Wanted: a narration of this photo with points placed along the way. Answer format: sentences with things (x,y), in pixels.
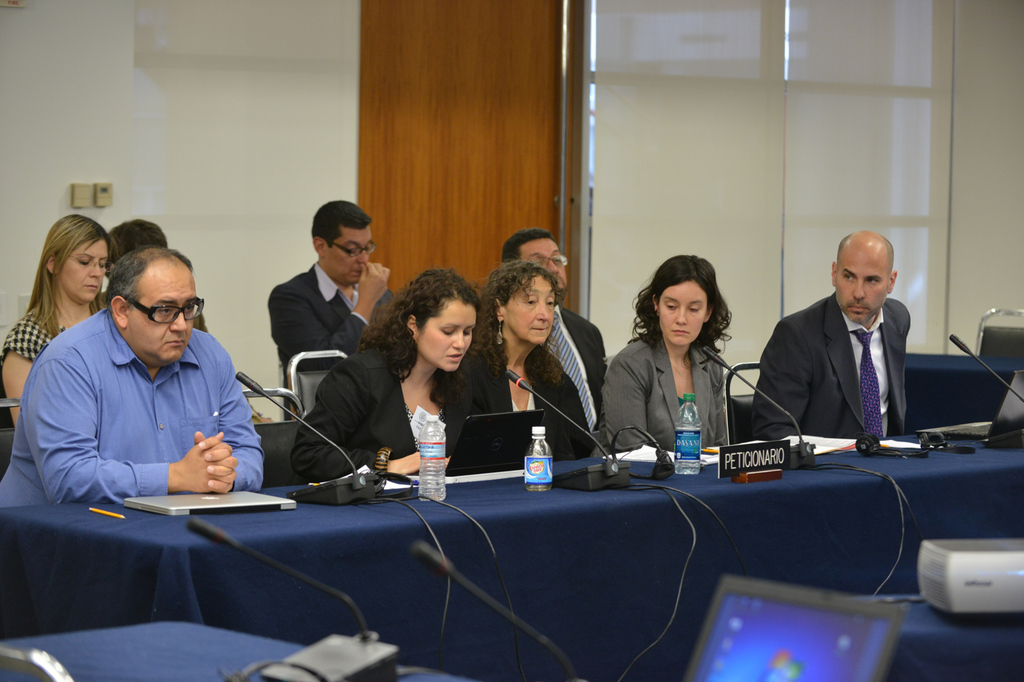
This picture describes about group of people (876,352), they are seated on the chairs (304,387), in front of them we can see few microphones (589,472), bottles (428,458), laptops (458,458) and other things (713,450) on the table (539,507).
